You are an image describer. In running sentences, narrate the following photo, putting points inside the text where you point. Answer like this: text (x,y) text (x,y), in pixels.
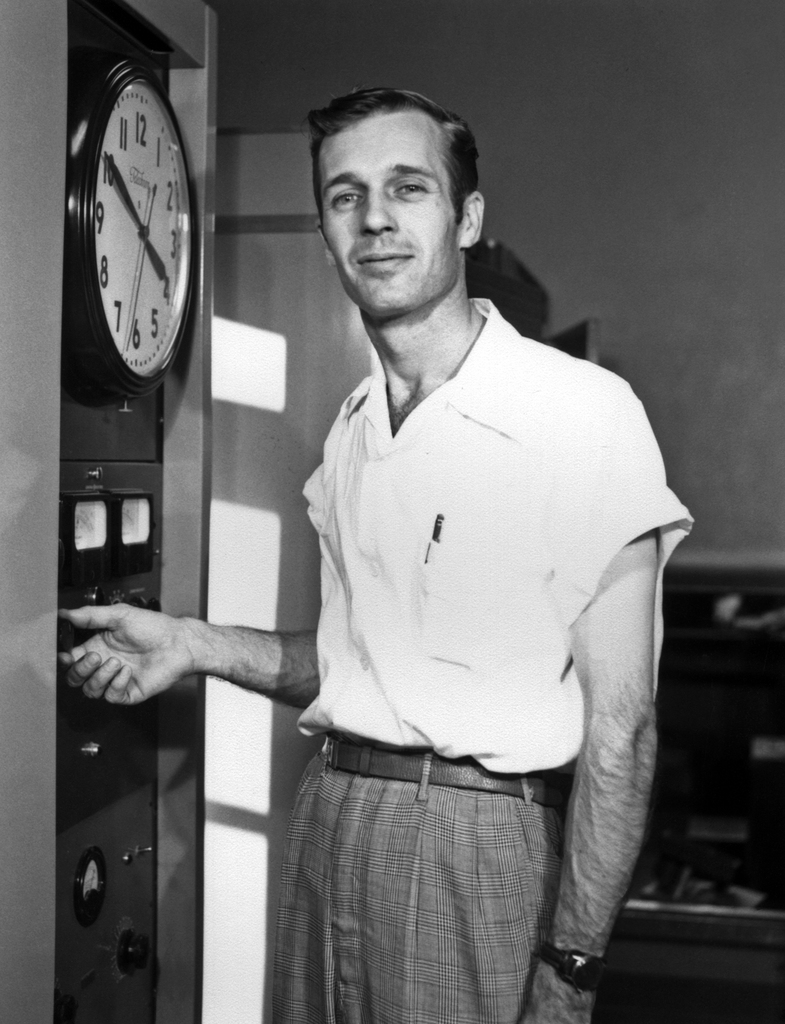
In this image I can see a man (497,670) is standing in the front (451,731) and on the left side of this image (124,276) I can see a clock (135,180). I can also see this image is black and white in colour.
